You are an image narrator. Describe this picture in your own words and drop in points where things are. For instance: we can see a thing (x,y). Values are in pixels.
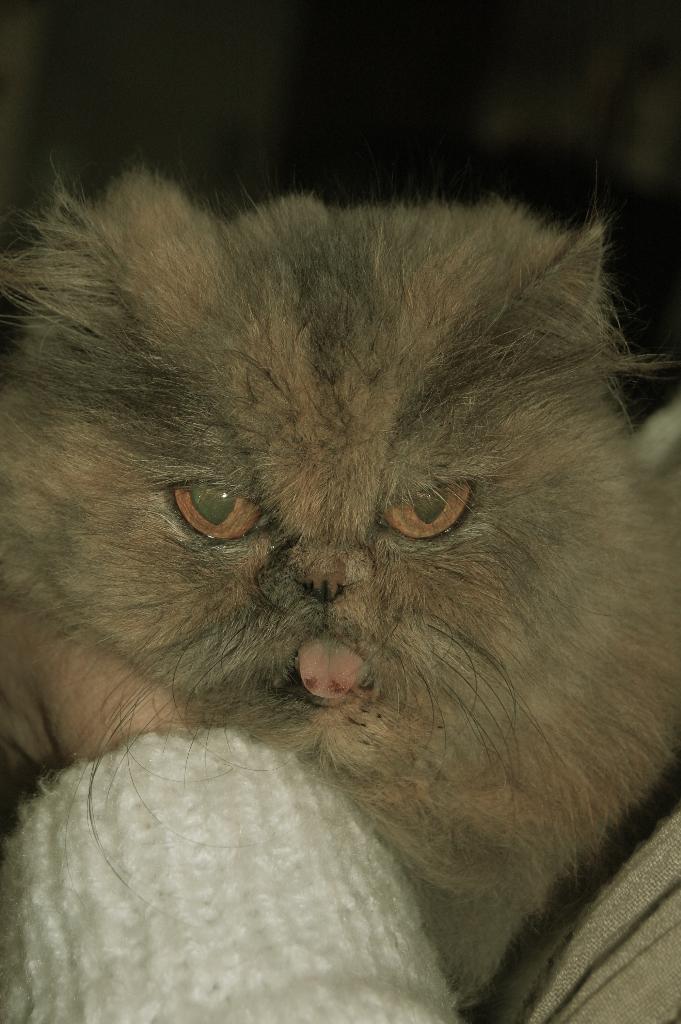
This image consists of a cat (613,853) in brown color and we can see a hand (86,749) of a person (153,871) wearing a white sweater (111,906). The background (640,161) is blurred.
